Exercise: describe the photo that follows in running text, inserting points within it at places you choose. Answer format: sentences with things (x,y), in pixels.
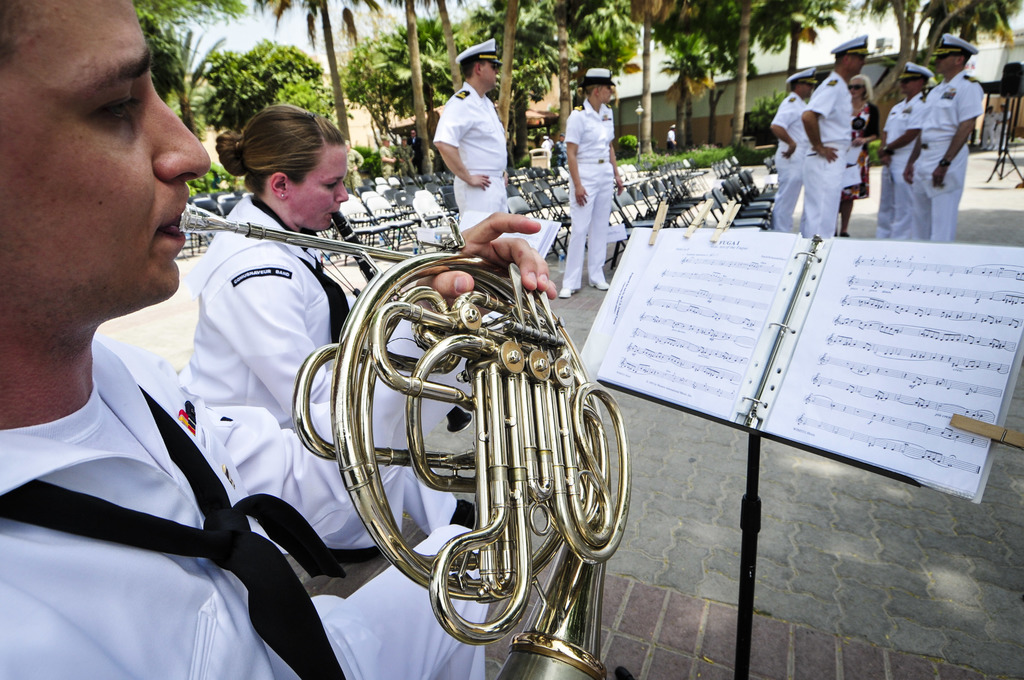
In this image there are two people (165,633) sitting and playing musical instruments (530,378) looking at the music notes (637,375) on the book (863,310) which is on stand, beside them there are so many empty chairs (692,192) and people (850,209) standing also there are some trees (386,88) and buildings (1006,44).
